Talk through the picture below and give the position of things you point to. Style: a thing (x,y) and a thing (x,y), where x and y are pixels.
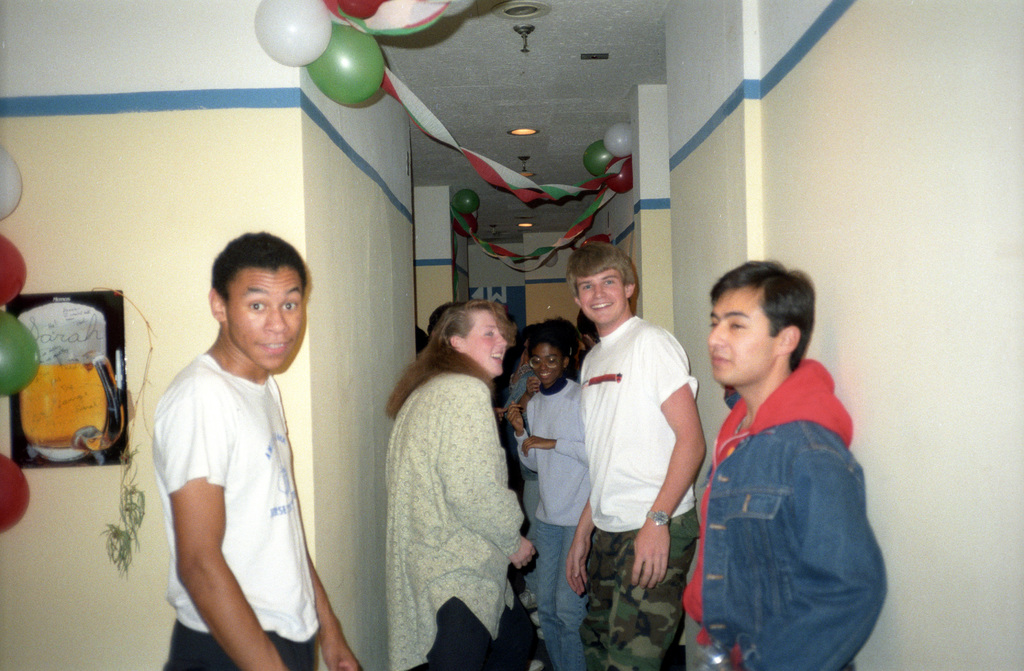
As we can see in the image there is a wall (925,209), balloons (13,484), poster (98,381) and few people (468,458) here and there.
